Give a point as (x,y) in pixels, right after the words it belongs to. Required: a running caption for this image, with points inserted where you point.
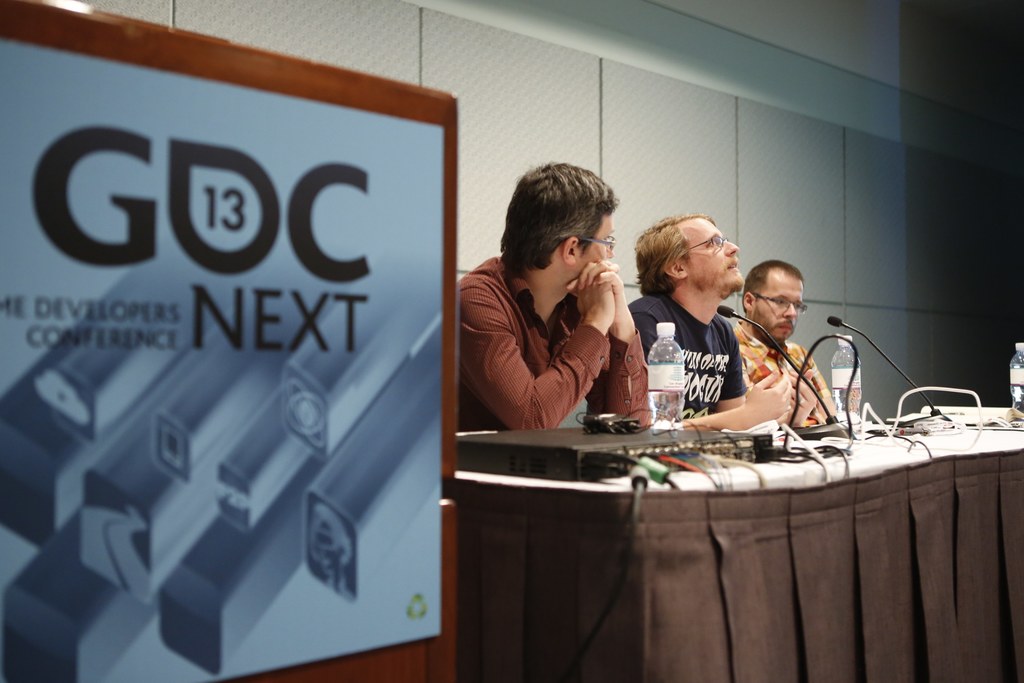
As we can see in the image there are tiles (745,210), banner (195,279), few people (612,409) sitting on chairs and a table (965,446). On table (892,455) there is a device (635,455), bottles (858,383), papers (970,418) and mics (839,324).
